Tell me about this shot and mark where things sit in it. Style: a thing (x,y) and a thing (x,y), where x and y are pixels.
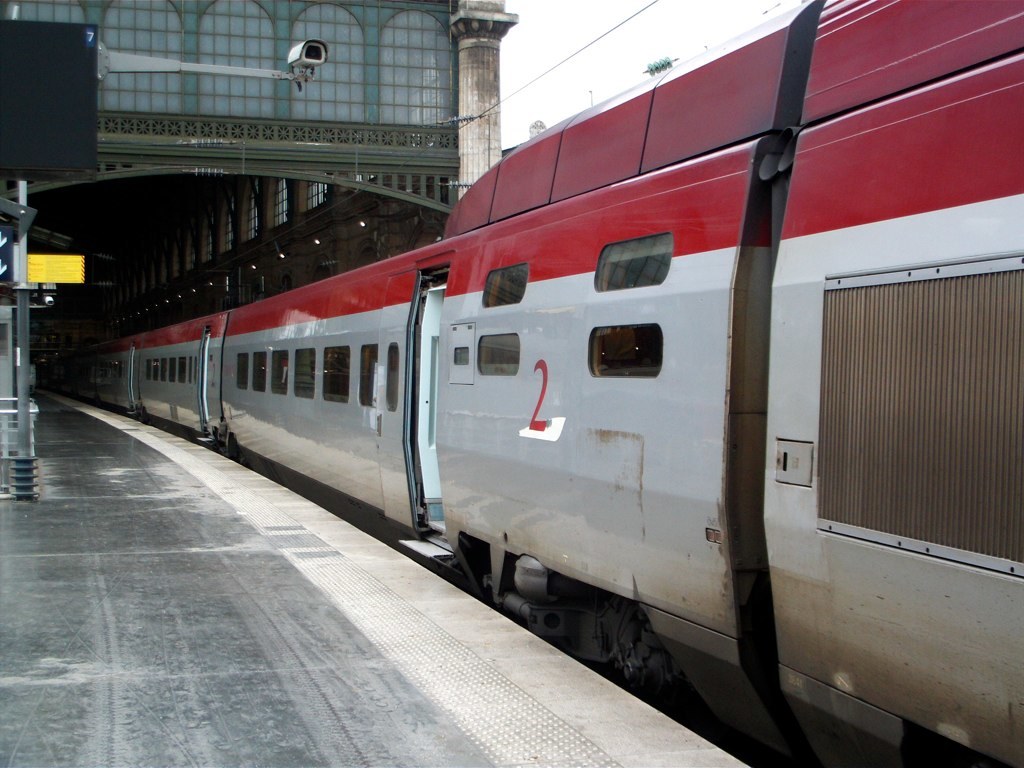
In this picture we can see a silver and red color train (600,374) on the railway station (176,302). Above we can see metal frame (371,56), glass window (396,100) and white color CCTV camera (297,78).
